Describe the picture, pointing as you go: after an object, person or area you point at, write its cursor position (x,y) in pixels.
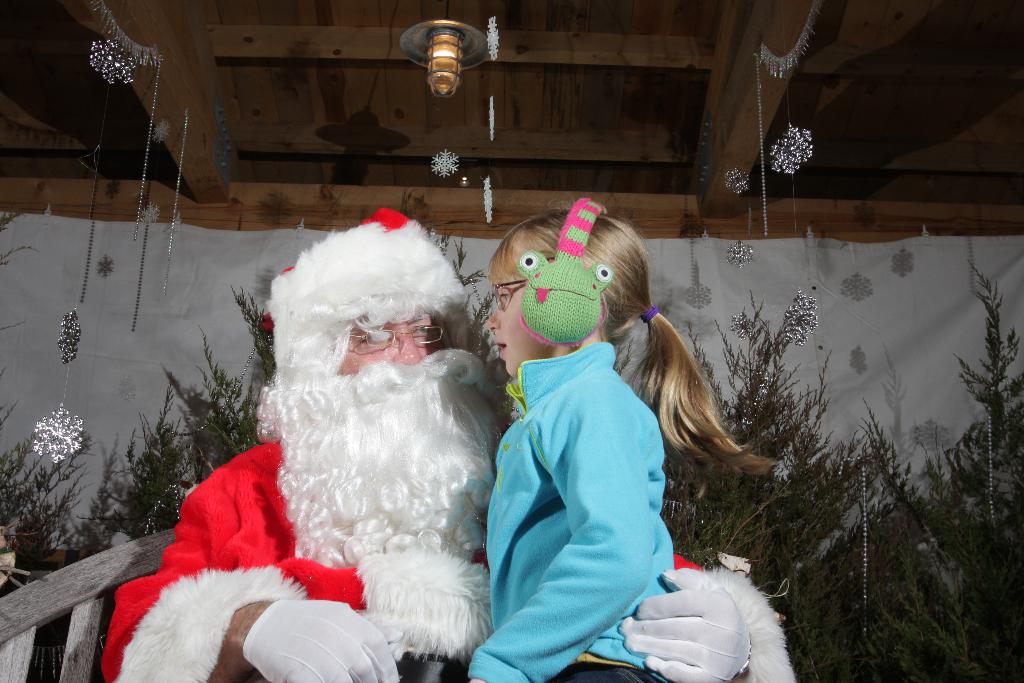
In the center of the image (441,359) we can see a santa claus (392,465) and there is a girl (551,559) wearing a headset (558,343). In the background (779,450) there are trees (768,546), curtain (744,308), decors (800,317) and lights (440,65).
